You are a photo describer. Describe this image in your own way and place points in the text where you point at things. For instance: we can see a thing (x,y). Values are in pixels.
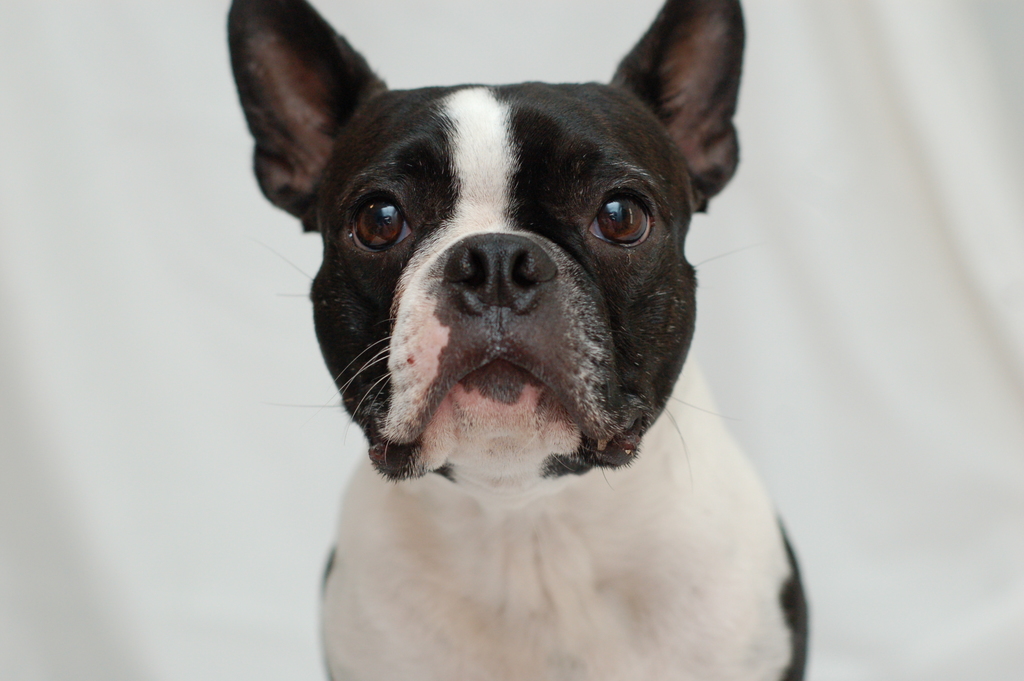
In this image I can see white and black colour dog (611,510). I can also see white colour in background (786,330) and I can see this image is little bit blurry from background (907,582).
